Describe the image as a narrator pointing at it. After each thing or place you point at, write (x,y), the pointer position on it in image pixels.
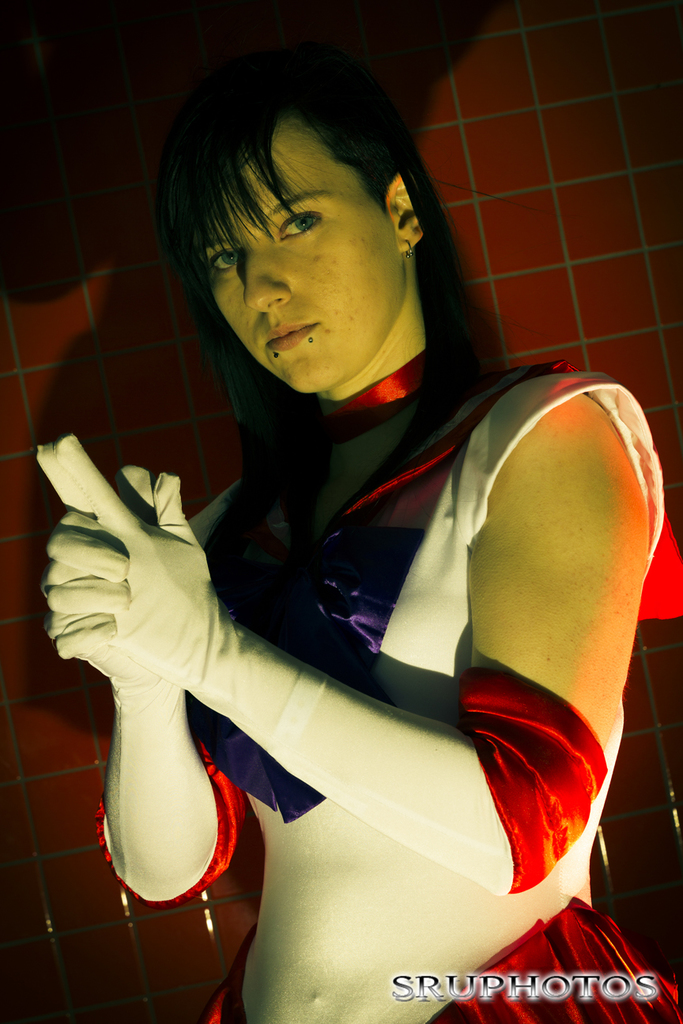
In this image I can see a woman (266,1004) wearing red, violet and white colored dress (405,646) is standing. In the background (538,317) I can see the brown colored wall (551,258).
